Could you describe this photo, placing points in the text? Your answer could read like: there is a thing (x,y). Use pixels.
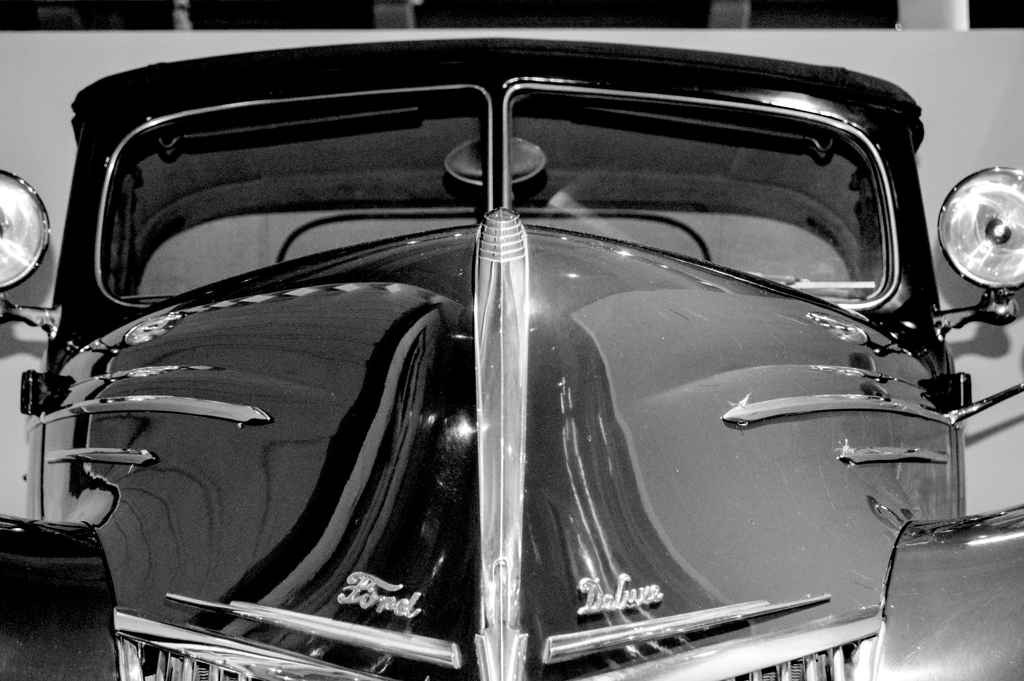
In this black and white picture there is a car (277,383). Only the front part (483,327) of the car (430,225) is captured in the image. There is text (380,599) on the car (540,569). Behind the car (525,559) there is a wall (750,50).
